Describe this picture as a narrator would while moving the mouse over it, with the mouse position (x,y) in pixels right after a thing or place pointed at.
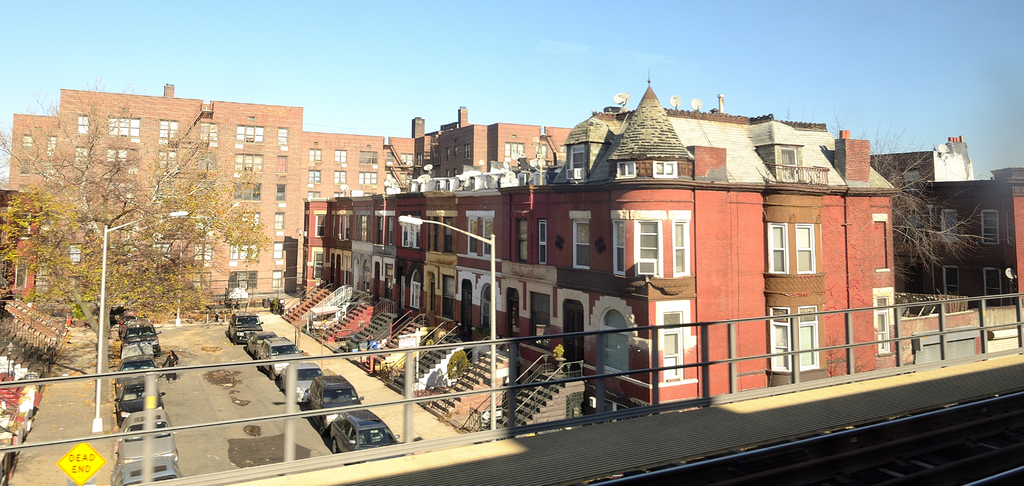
In this image I can see buildings (735,172), in front of the buildings (124,141) i can see staircase (314,304) and vehicles (163,417) parking on the road (220,394) and I can see trees (135,255) and poles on the left side (114,261) at the top (605,65) I can see sky (817,81) and at the bottom (462,439) I can see bridge (291,426).
